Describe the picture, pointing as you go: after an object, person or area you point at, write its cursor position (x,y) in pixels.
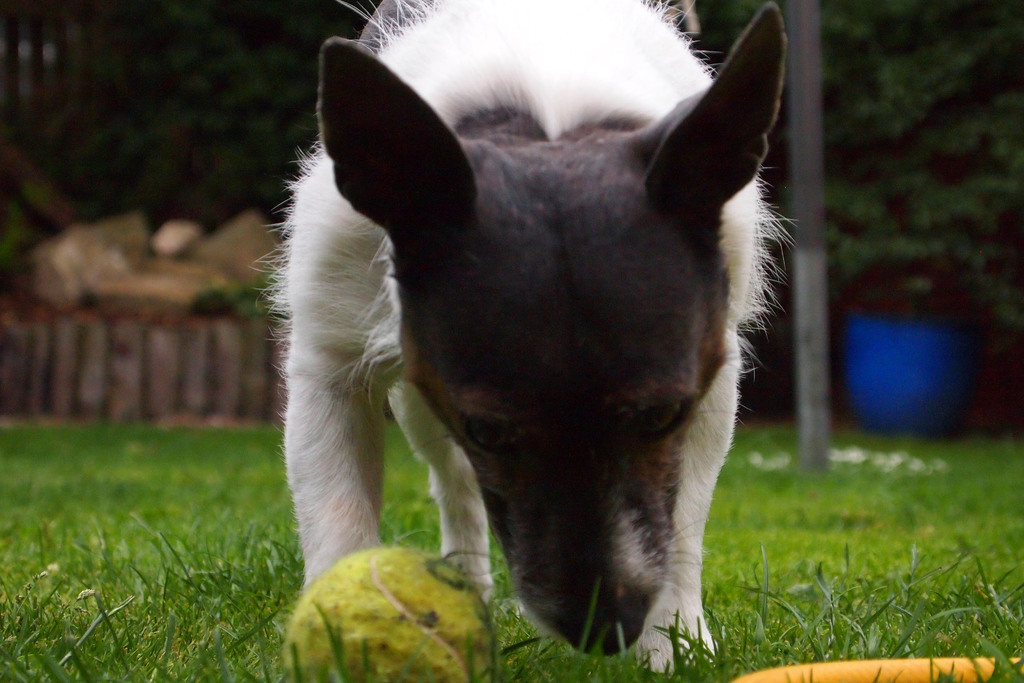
There is a dog (519,446), in front of this dog (492,508) we can see a ball (473,610). In the background (912,130) it is blurry and we can see trees (930,80) and pole (802,76).
